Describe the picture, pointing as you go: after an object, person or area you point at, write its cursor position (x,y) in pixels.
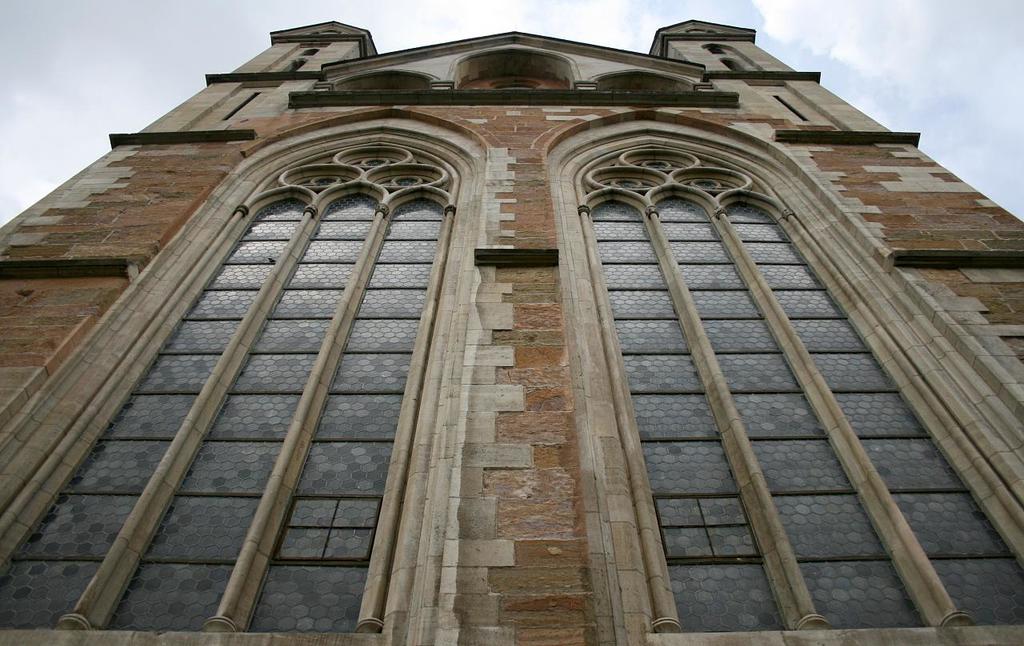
There is a building (336,192) with arches (347,134) and brick wall (237,145). In the background (850,45) there is sky (71,85).
